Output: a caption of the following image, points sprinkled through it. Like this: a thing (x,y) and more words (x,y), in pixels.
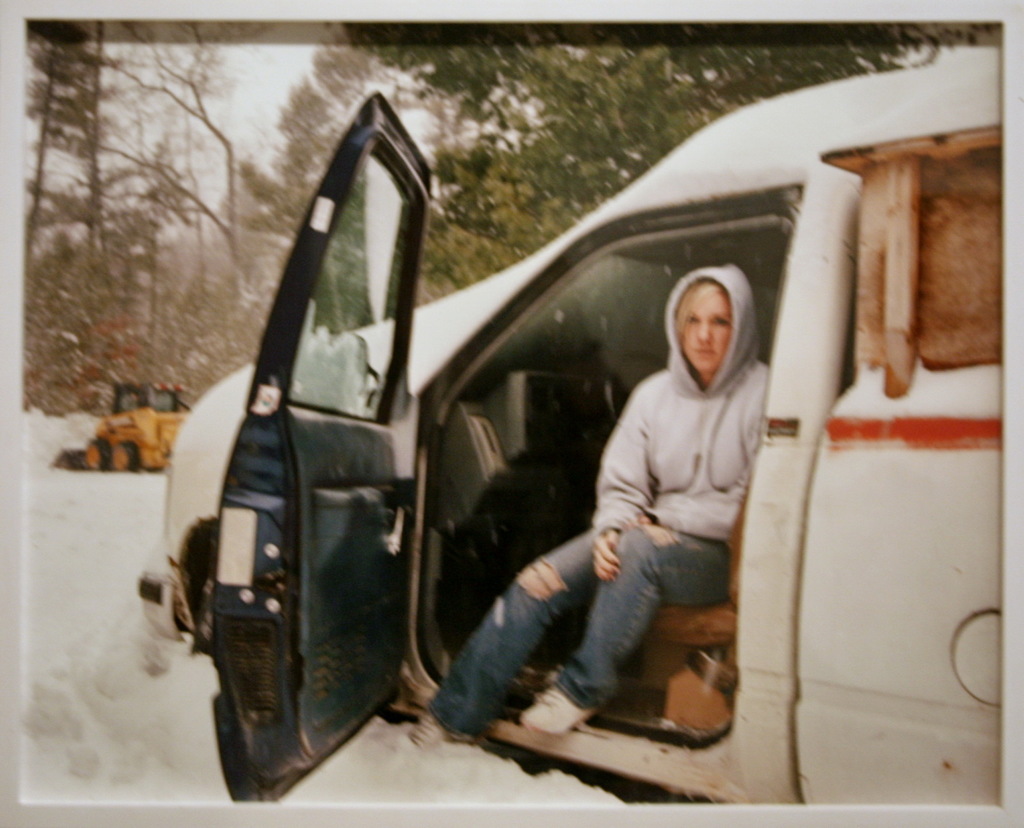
In this picture a woman (649,518) is seated in the car (709,622) and the car (401,469) is in the ice (138,641), in the background (165,417) we can see a earth moving vehicle (134,442) and couple of trees (541,129).
